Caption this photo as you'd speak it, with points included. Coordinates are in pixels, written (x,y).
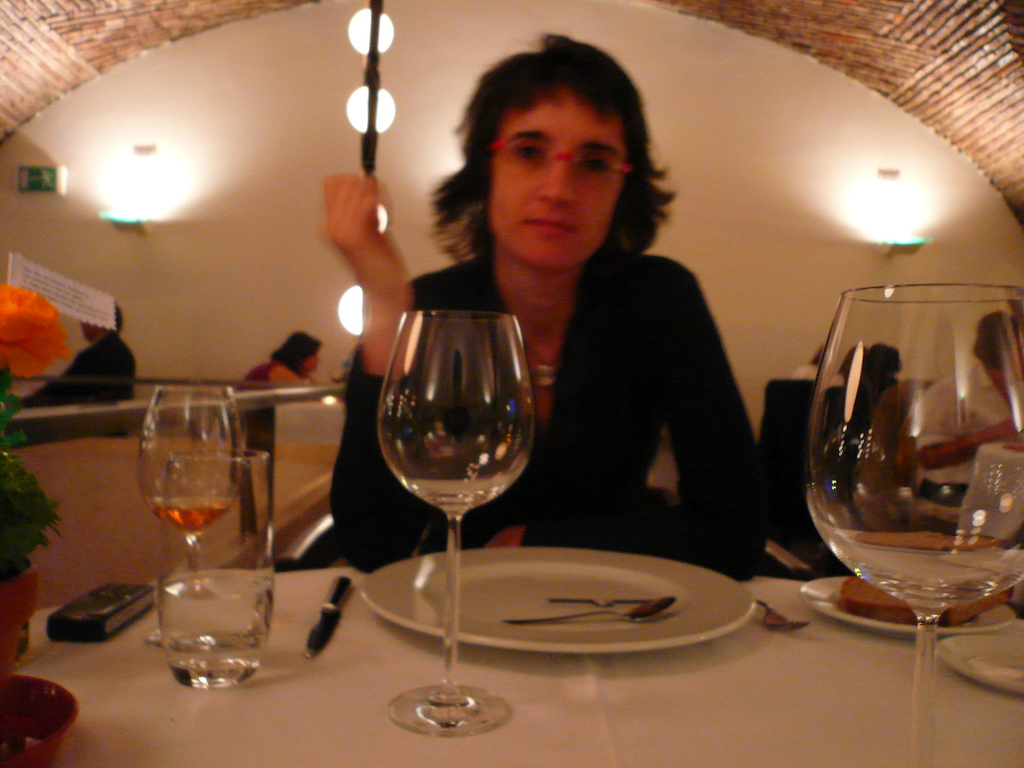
In this picture I can see a table (273,719) in front (290,720) and on the table (270,735) I can see the glasses (454,589), plates (664,596), spoons (633,605), a plant (14,481) and an electronic device (100,589) and behind the table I can see a woman (556,395). In the background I can see few people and I see the lights (916,236) on the wall (229,186). On the left side of this picture (12,362) I can see a flower (12,292) which is of orange color.
